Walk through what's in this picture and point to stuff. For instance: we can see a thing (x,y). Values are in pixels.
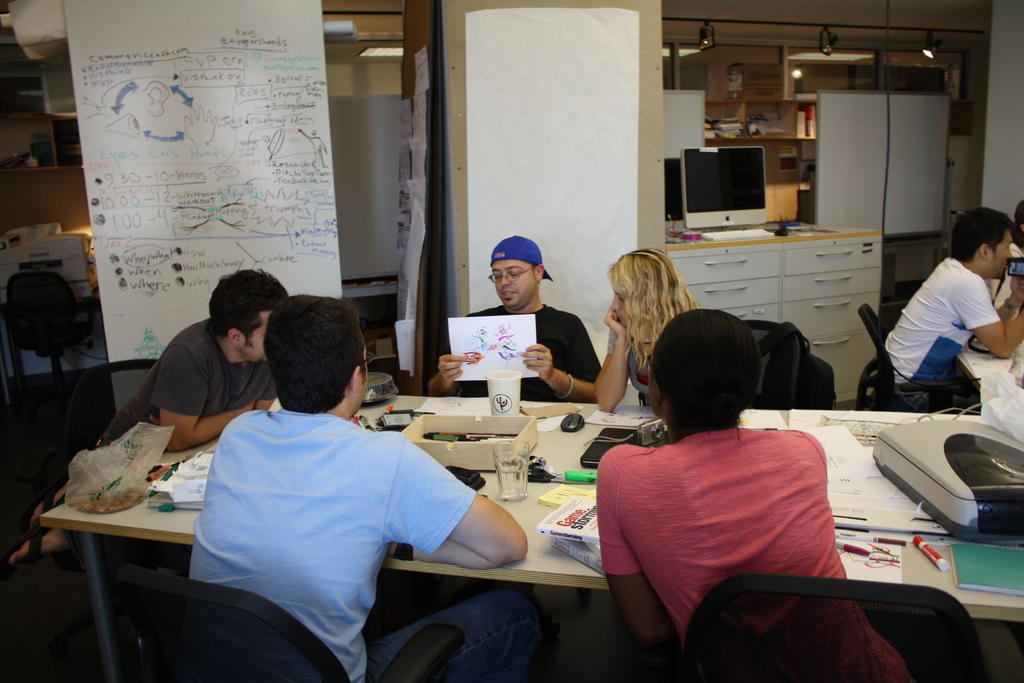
In this image, we can see people (336,460) sitting on the chairs (292,622) and there is a glass (501,469), mouse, box (526,435), books (568,524) and some other objects (551,471) on the table (554,451). In the background (224,205), there is a board (245,132), monitor (749,193), cupboard (859,276) and some other people (933,278) sitting.
